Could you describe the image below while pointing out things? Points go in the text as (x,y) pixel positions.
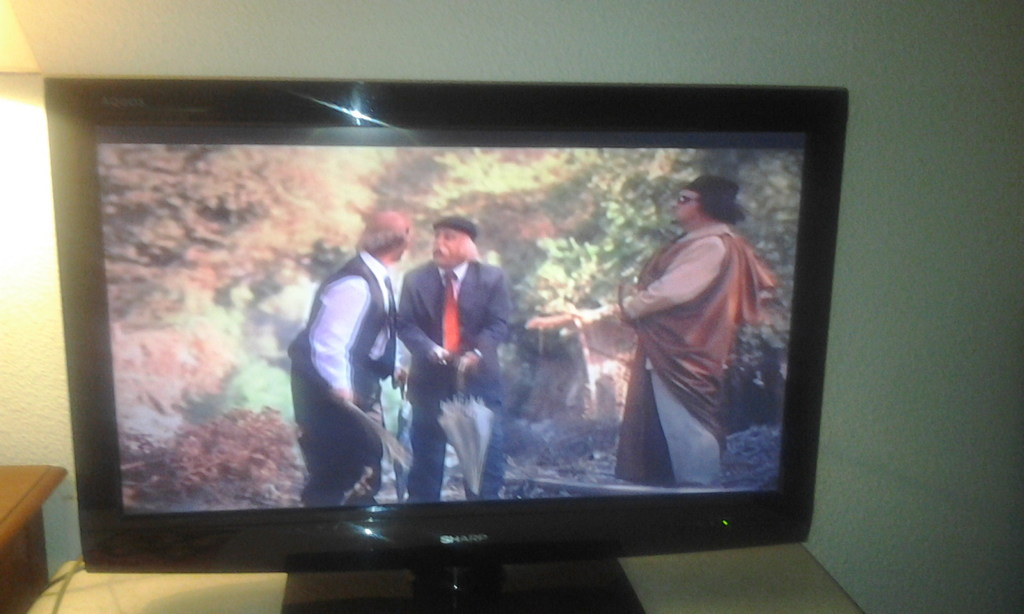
In this picture, we see a television (131,385), which is displaying the image of three men (442,318) who are standing. The man (473,353) in the middle (494,356) is holding an umbrella (487,424). Behind them, there are trees (547,236). This television (585,308) is placed on the table (711,556). In the left bottom (27,515), we see a table (32,530) in brown color. In the background (10,195), we see a white wall (950,205).
